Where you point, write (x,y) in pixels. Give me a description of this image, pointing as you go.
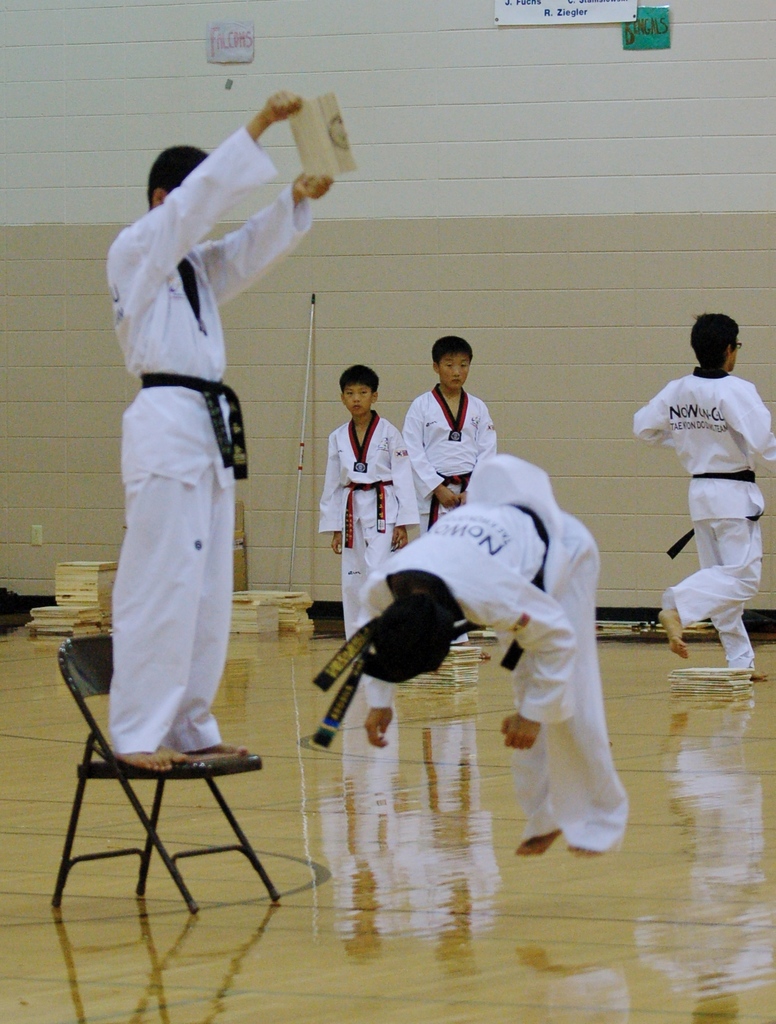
In the center of the image (430,587) there is a person (550,618) jumping. On the left side of the image (214,792) we can see person (135,701) standing on the chair (156,781). In the background (717,416) there are persons (446,386) and wall (557,407).
